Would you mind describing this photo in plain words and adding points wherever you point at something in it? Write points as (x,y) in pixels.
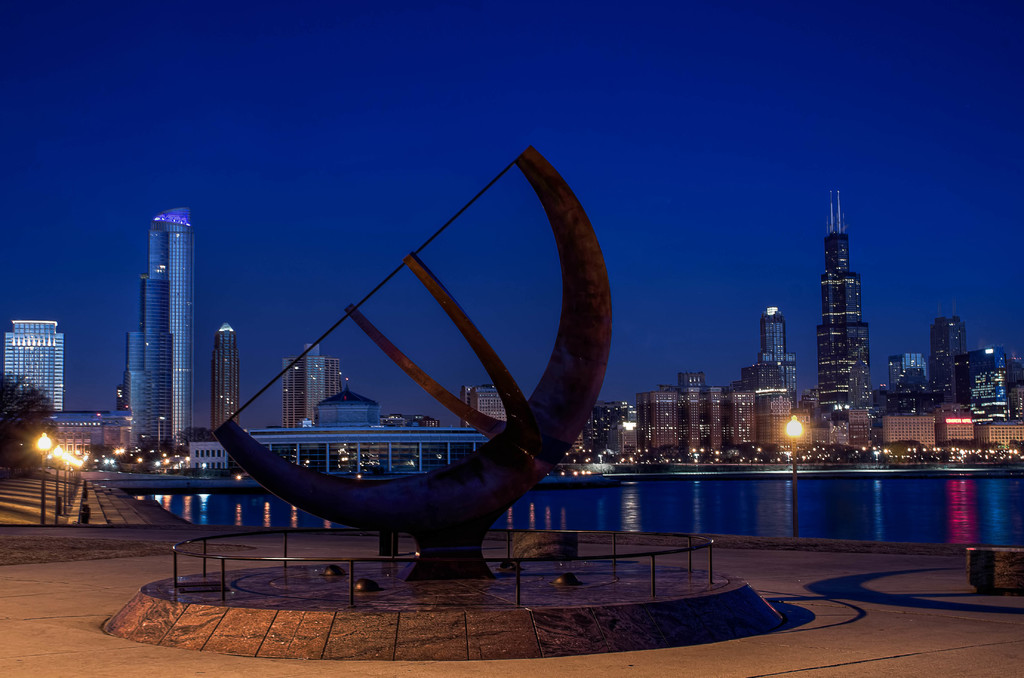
In this image I can see the object (483,456) which is in brown color. In the back (712,530) I can see the water (299,513) and the lights (77,464). In the background (829,426) there are many buildings (591,418) covered with lights (635,425). I can also see the blue sky (611,166).
